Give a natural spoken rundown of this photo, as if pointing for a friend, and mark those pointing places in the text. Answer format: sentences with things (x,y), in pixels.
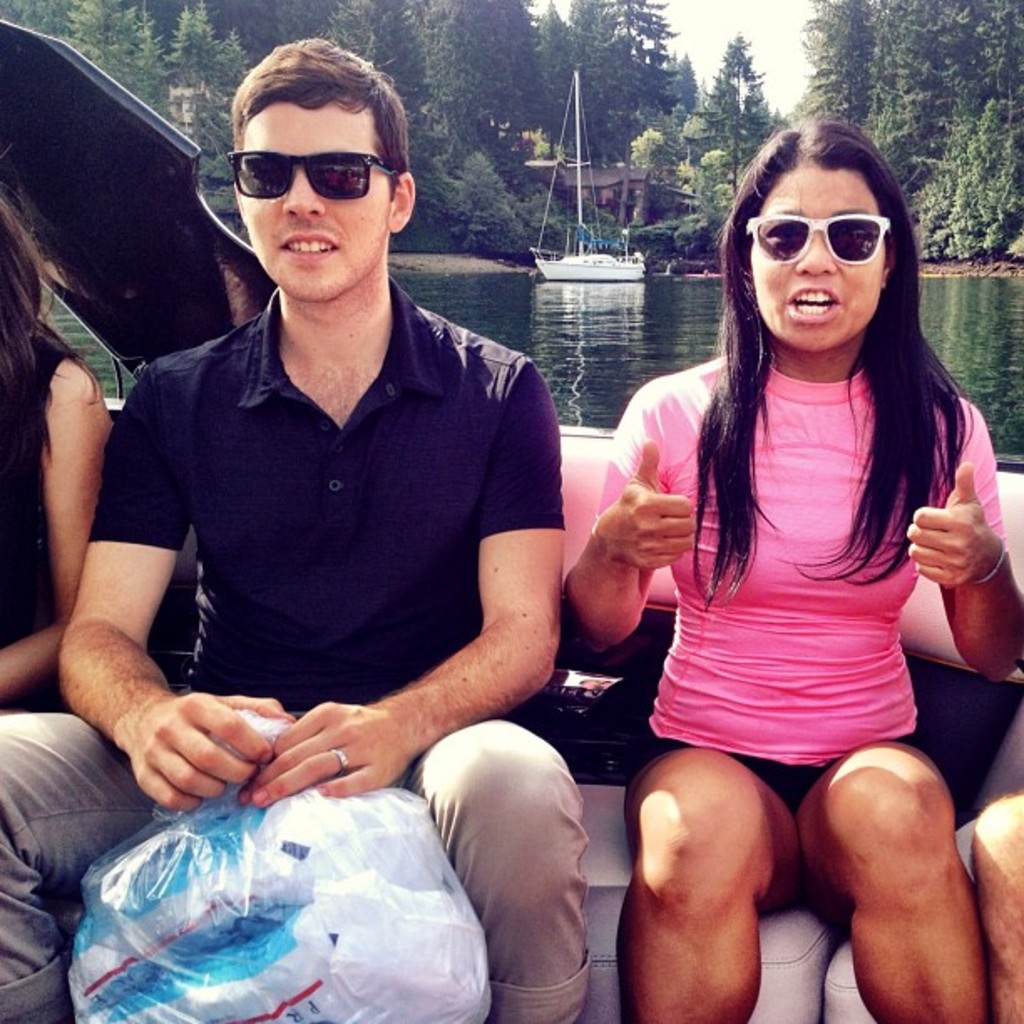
In this picture we can see some people (287,430) sitting on a boat (65,195) and in the background (546,308) we can see a boat (588,270) on water (511,343), trees (676,107), sky (770,60).
